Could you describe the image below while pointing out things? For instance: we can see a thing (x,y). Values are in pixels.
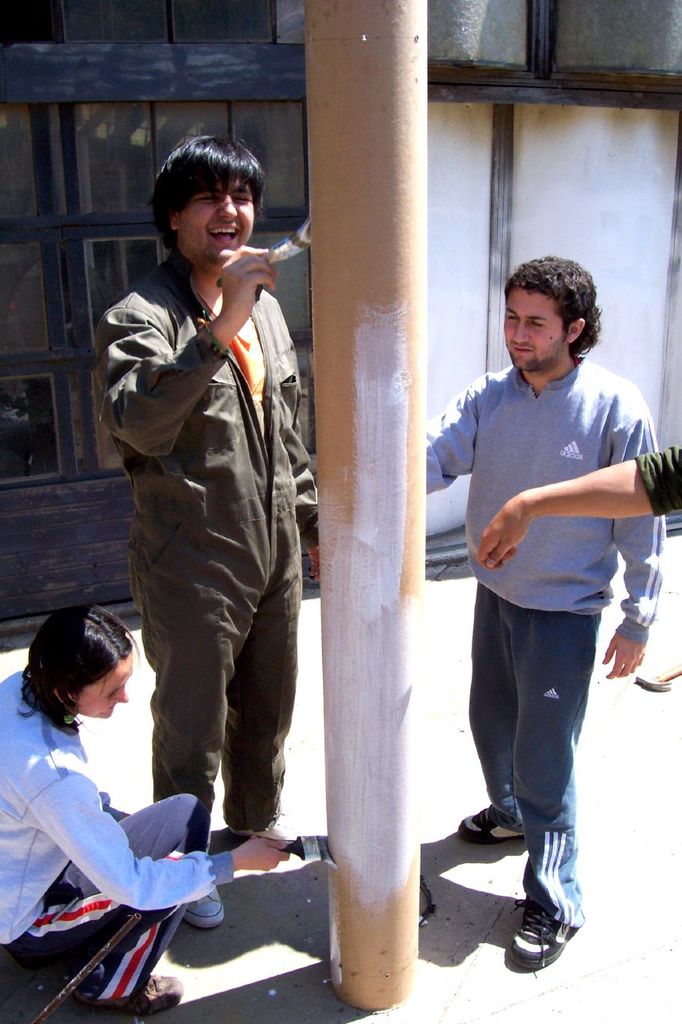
In the image there is a pole (367,660) and a group of people (199,617) are painting the pole (391,343), behind them there is a window (62,151).
